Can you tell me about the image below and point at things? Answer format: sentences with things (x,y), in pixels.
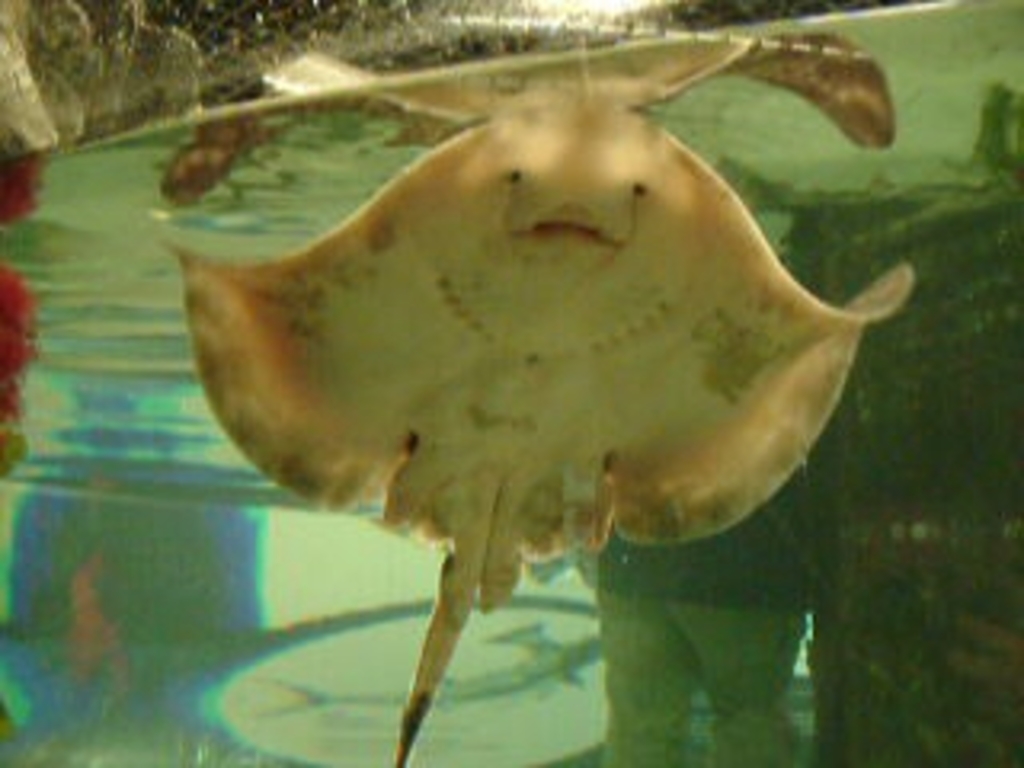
In this image, we can see a stingray fish (594,409) in the water (272,617). Here we can see human legs (755,667).
